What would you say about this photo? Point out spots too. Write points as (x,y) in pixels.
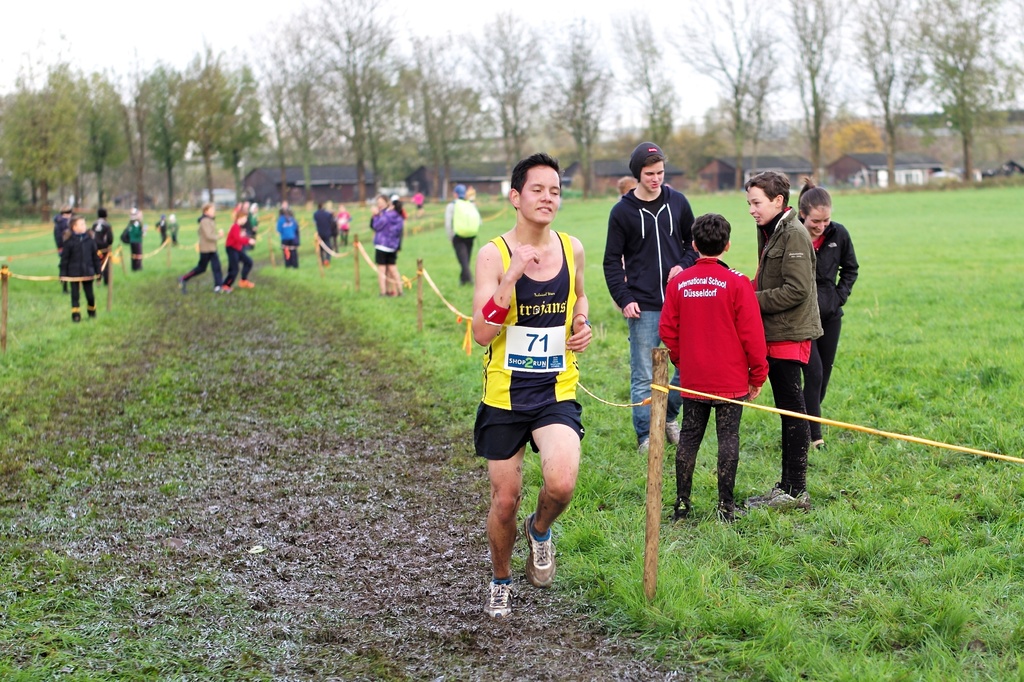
In this picture we can see a group of people (286,258) where some are standing on the grass (857,417) and a man (541,401) running on the ground (281,452), trees (316,130), houses (925,163), wooden poles (421,280) and in the background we can see the sky (276,81).
